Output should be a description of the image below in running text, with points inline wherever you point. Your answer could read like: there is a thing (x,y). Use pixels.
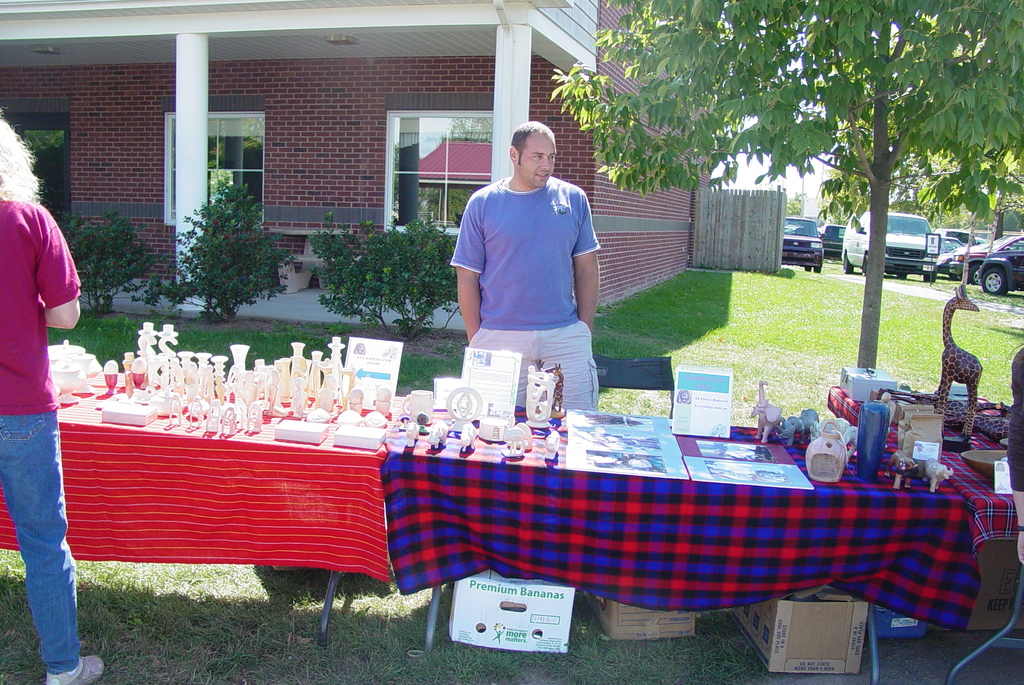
In the middle (551,284) a man (551,284) is standing, he wore t-shirt (541,298), short (578,326) and there are toys (163,381) on these tables (648,485). On the right side (948,90) there is a tree (931,80), few vehicles (915,240) are parked at here. On the left side (215,121) there is a house (297,203).
